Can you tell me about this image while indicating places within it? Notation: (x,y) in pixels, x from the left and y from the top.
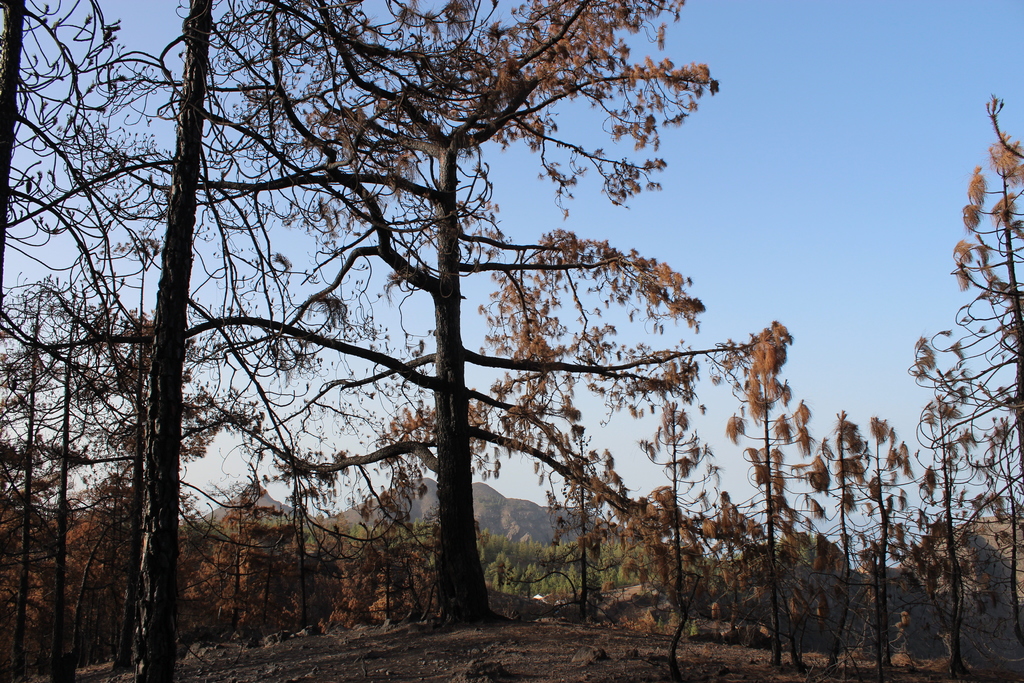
In the picture there are plenty of trees (440,550) around the ground (410,632) and in the background (490,494) there is a mountain (431,488).
